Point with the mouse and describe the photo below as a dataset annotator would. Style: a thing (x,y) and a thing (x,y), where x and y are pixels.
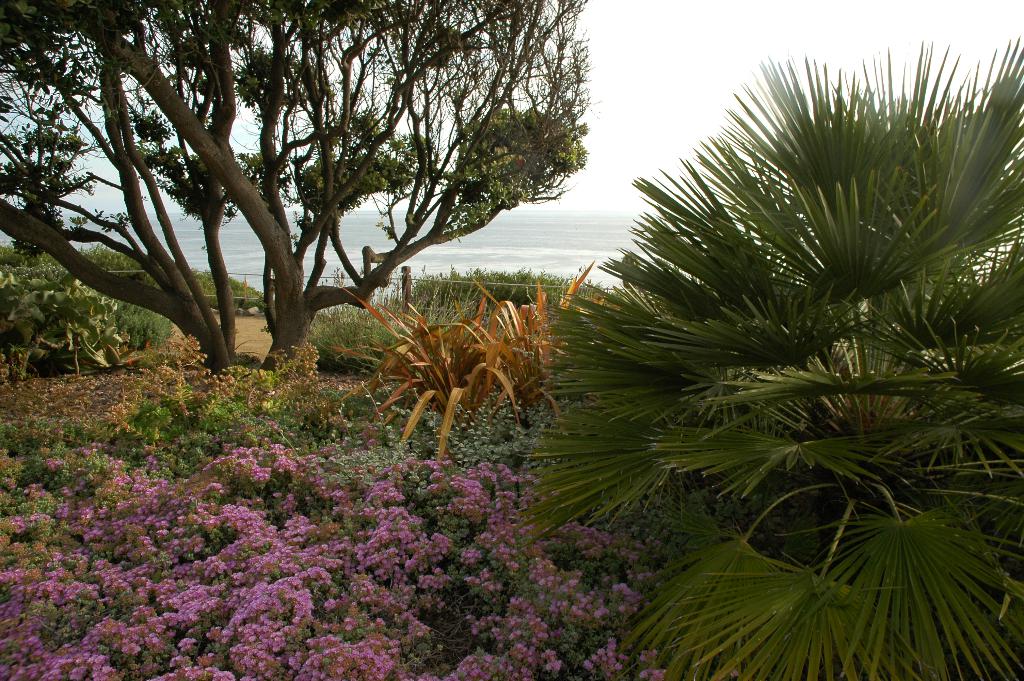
This image is taken outdoors. In the background (499,229) there is a sea (556,251) with waves (584,242). At the bottom of the image (251,498) there is a ground (81,378) with many plants (278,360) and a tree (70,32). There are many flowers (177,545) on the plant (360,586).
